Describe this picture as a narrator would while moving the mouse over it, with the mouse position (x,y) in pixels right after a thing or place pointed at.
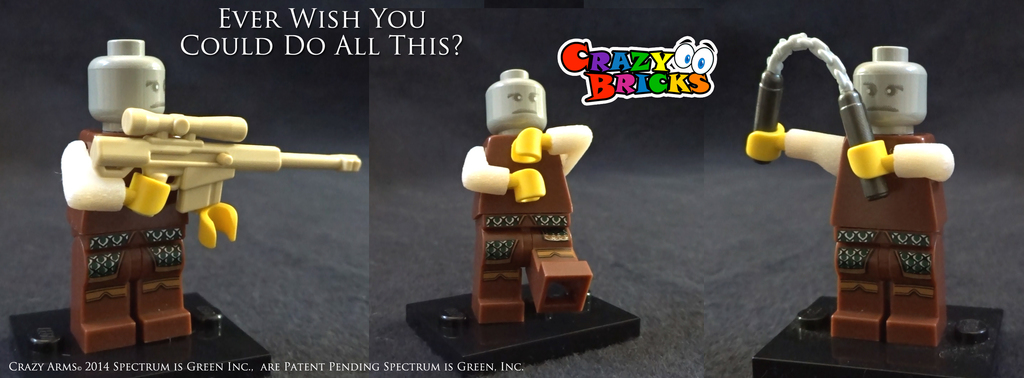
In this picture we can see some text (290,20) on top (301,44) and at the bottom of the picture (72,362). We can see a few toys (90,221) on the black objects (954,345). We can see a toy (106,315) holding a gun (154,166) on the left side (173,175). There is another toy (919,154) holding an object (856,128) on the right side (859,238).
